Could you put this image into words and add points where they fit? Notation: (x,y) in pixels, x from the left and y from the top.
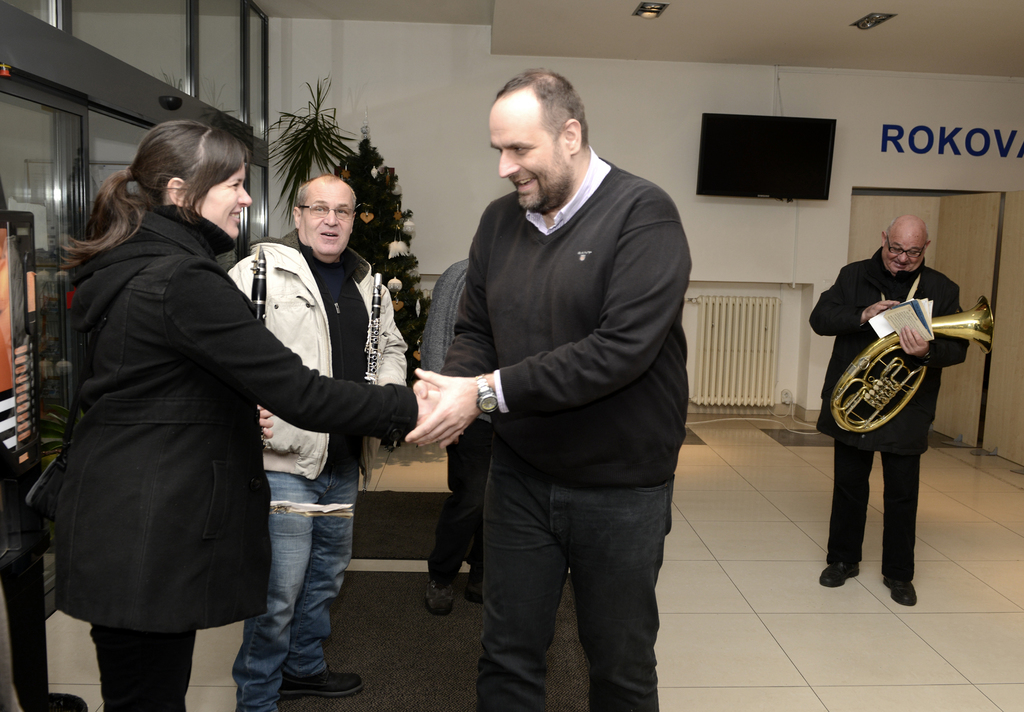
In this image there are a few people (383,325) in which two of them holding musical instruments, there is a Christmas tree (389,201), a glass door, few lights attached to the roof (648,44), there is a plant (314,138) and TV (818,189) attached to the wall (871,121).
